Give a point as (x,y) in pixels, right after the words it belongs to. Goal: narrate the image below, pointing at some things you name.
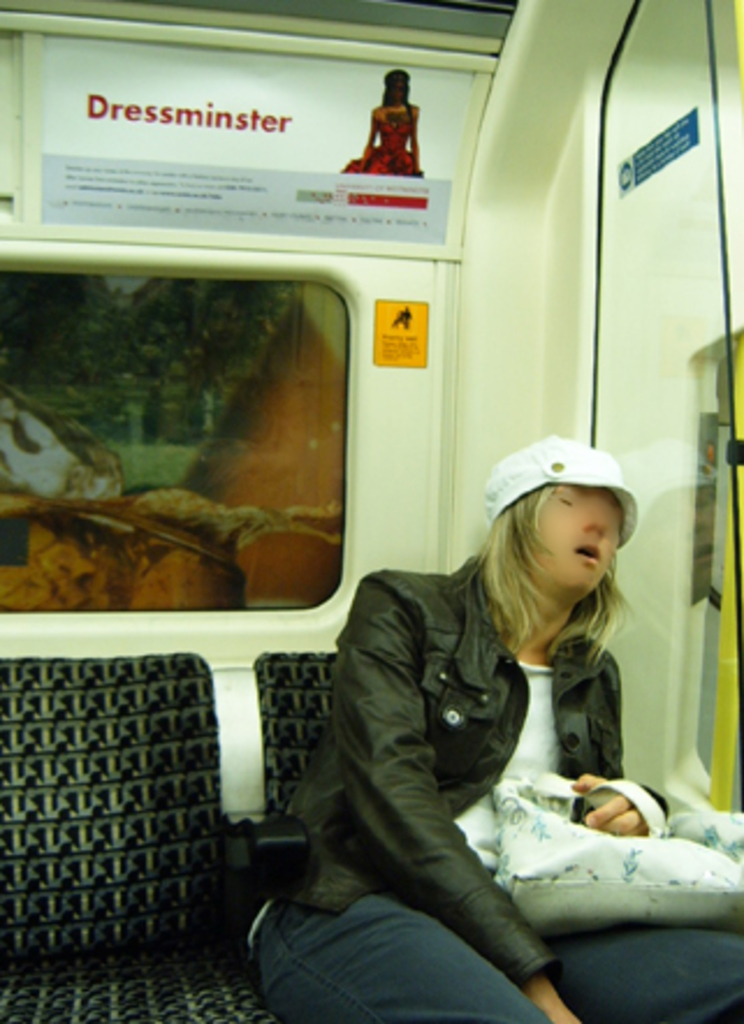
As we can see in the image there is a vehicle (319,312). In vehicle (12,177) there is banner (262,108), a woman (479,773) wearing black color jacket (458,669), white color hat (583,472) and holding handbag (569,848).
